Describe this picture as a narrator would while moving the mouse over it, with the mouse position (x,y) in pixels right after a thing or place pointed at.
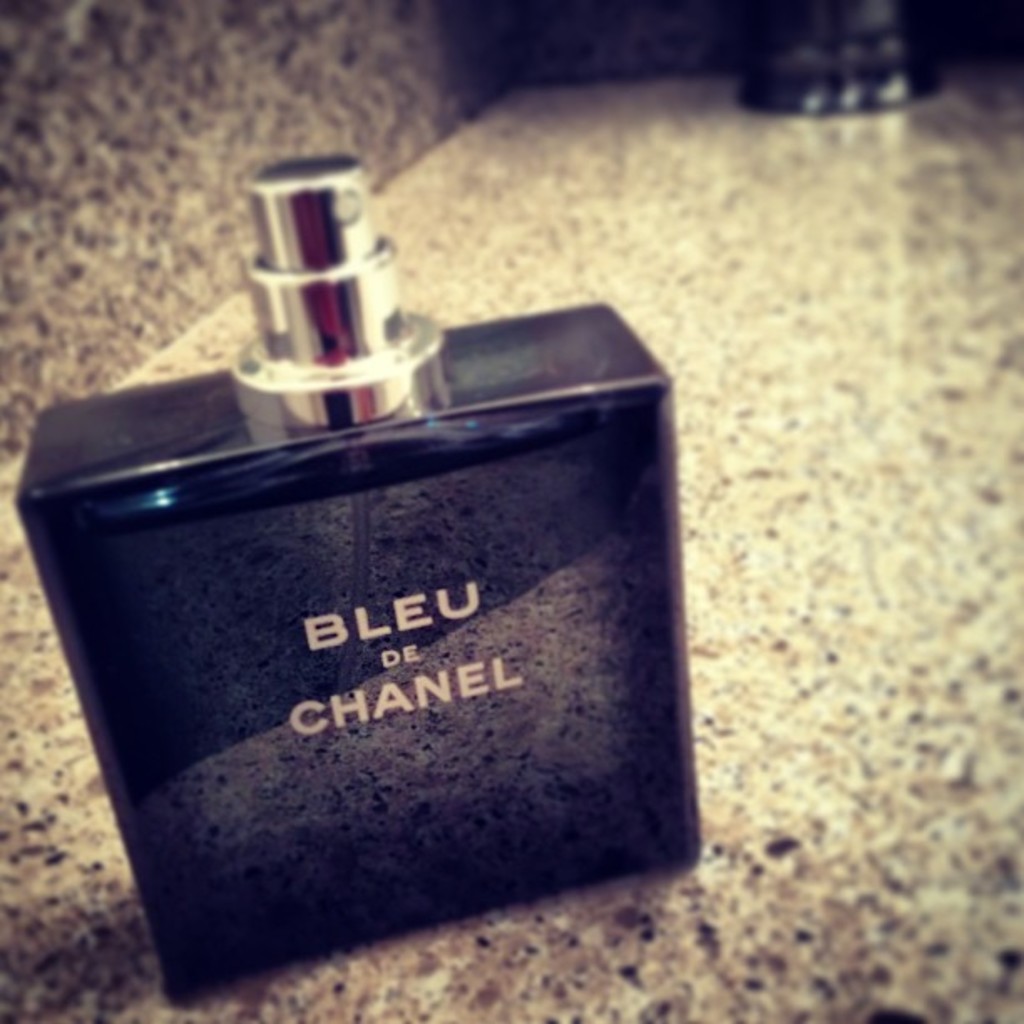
In the foreground of this image (538,778), there is a perfume bottle (563,807) on the surface (813,690).
